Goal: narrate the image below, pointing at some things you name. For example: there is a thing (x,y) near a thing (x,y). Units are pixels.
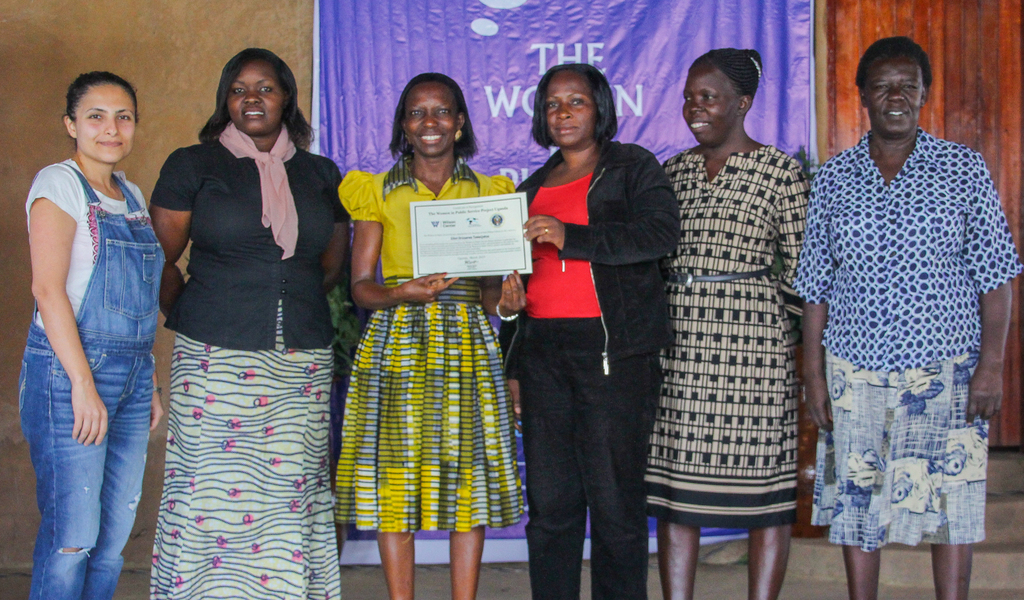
In this picture we can see a group of people (393,366) standing. We can see two women (440,319) holding an object (499,230). There are stairs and some text (507,93) visible on the banner (654,31) in the background (1001,521).
